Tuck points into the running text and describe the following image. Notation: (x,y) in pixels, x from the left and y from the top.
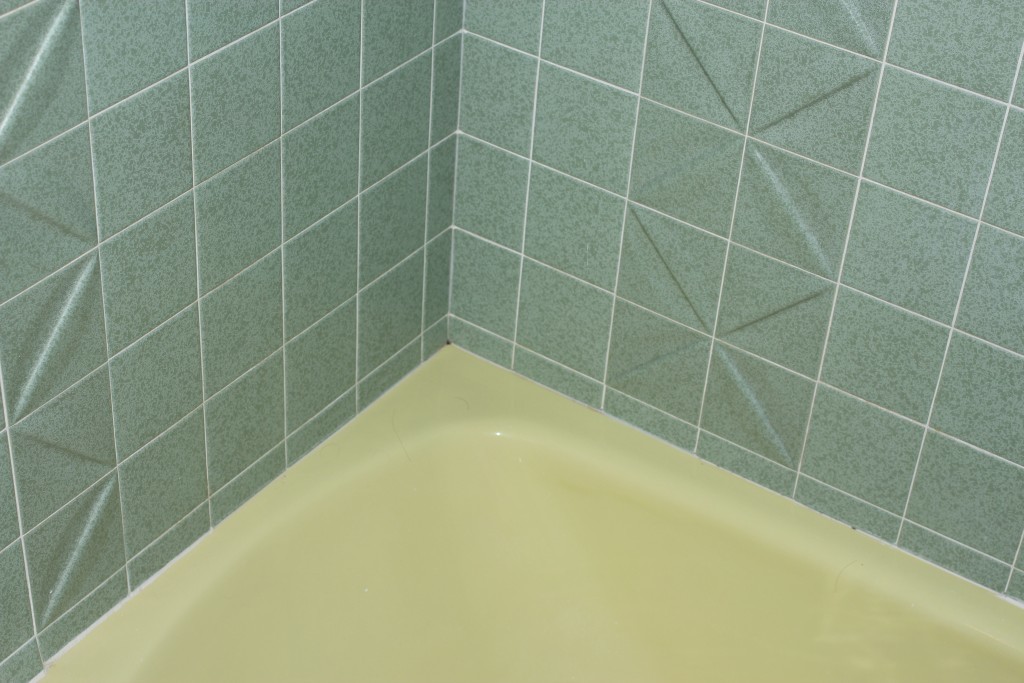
This is the picture of truncated yellow colored bath tub (433,503). And this is the wall (739,231) with the tiles (829,317).
